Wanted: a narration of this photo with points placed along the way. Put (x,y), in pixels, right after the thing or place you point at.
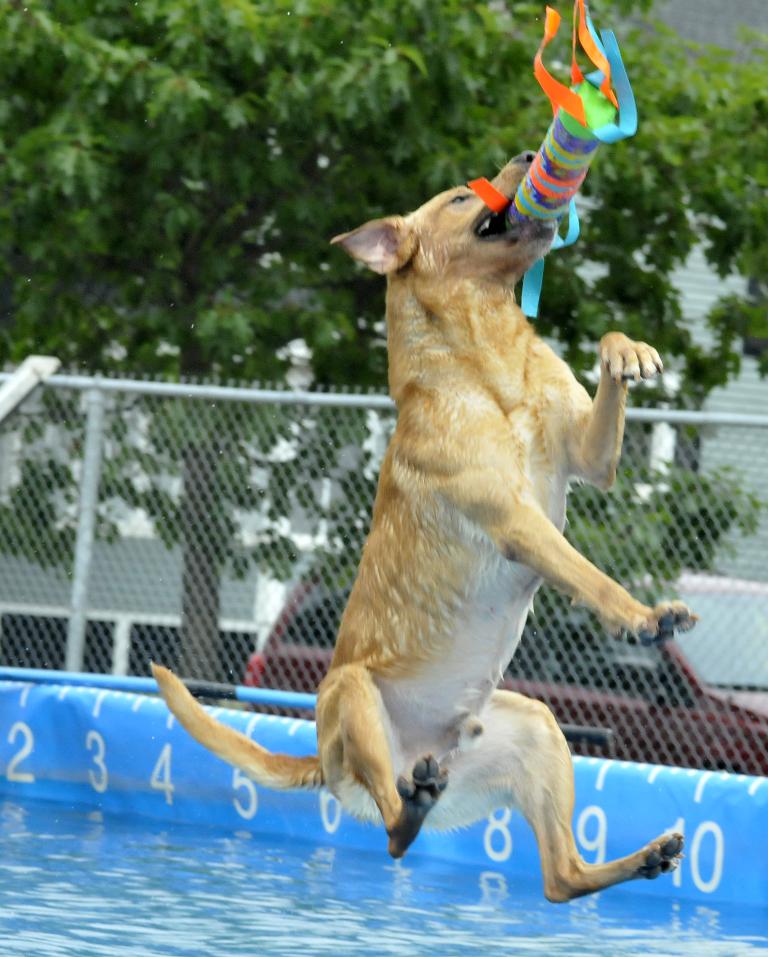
In this image I can see a dog (377,526) which is brown and white in color is jumping in the air and holding a object (561,205) which is blue, orange, green in color in its mouth (521,193). In the background (115,567) I can see the water (102,835), the metal fencing (148,601), a tree (221,277), a car (565,642) and a building (744,459).
